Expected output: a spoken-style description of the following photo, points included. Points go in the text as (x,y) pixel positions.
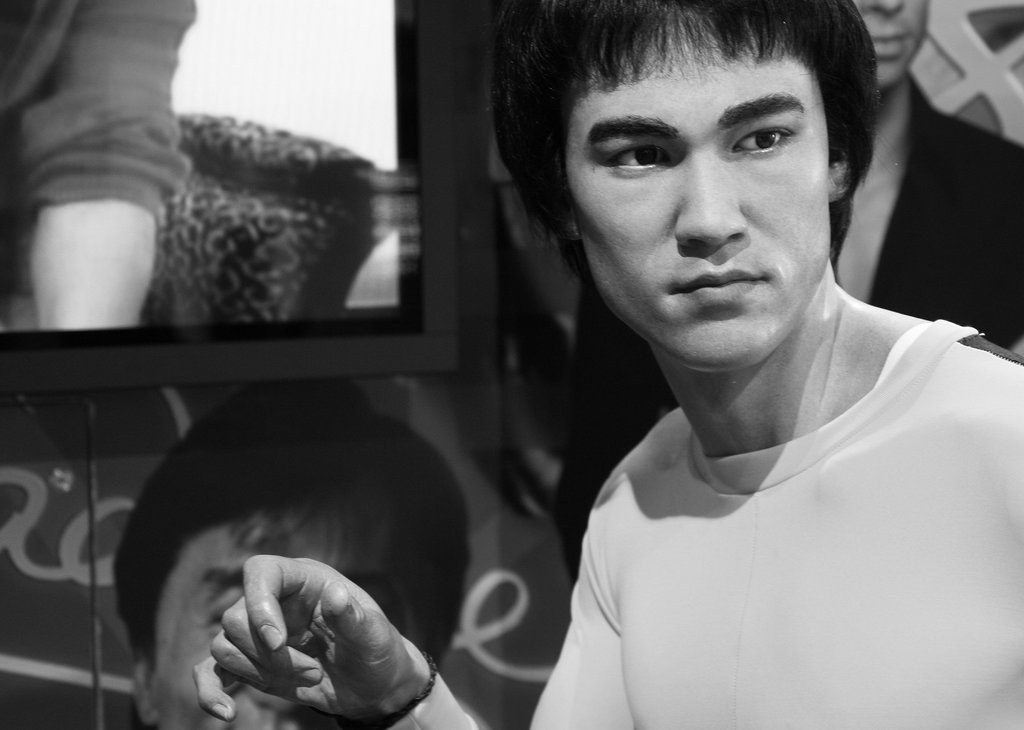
In this picture we can see two people (762,436), on the left side of the image (300,203) we can see a screen (242,262) and it is a black and white photography.
